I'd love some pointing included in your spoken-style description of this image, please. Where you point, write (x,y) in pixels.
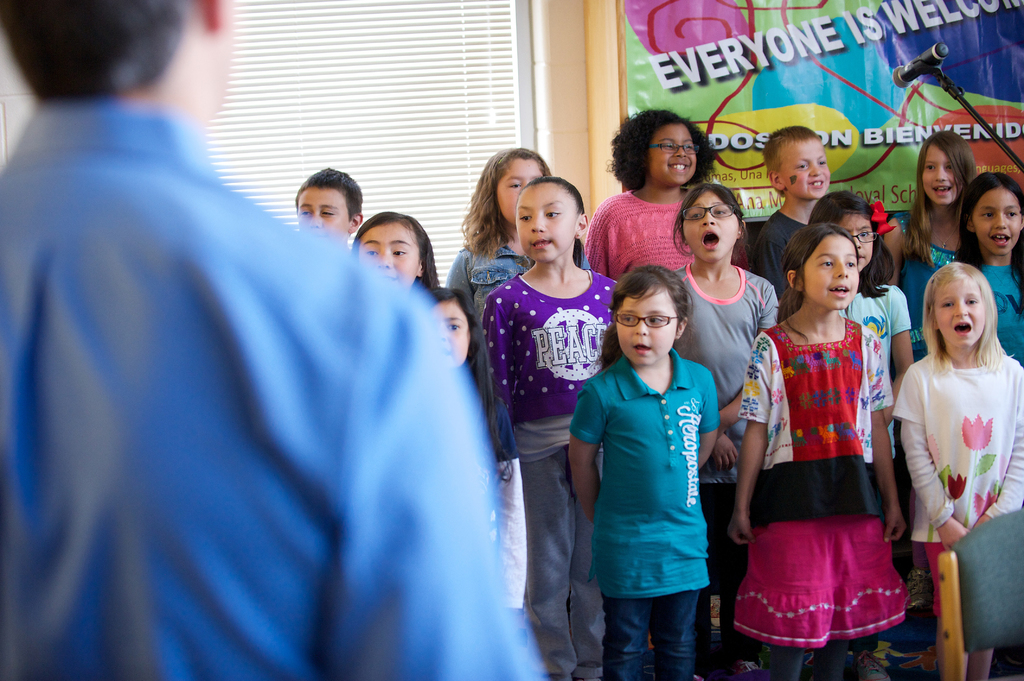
In this image I can see group of people (875,345) standing. In front (333,345) the person (316,344) is wearing blue color shirt (342,330), background (851,28) I can see a multi color banner (746,64) attached to the wall (606,71) and the wall (580,89) is in cream color and I can see a window (383,98).
